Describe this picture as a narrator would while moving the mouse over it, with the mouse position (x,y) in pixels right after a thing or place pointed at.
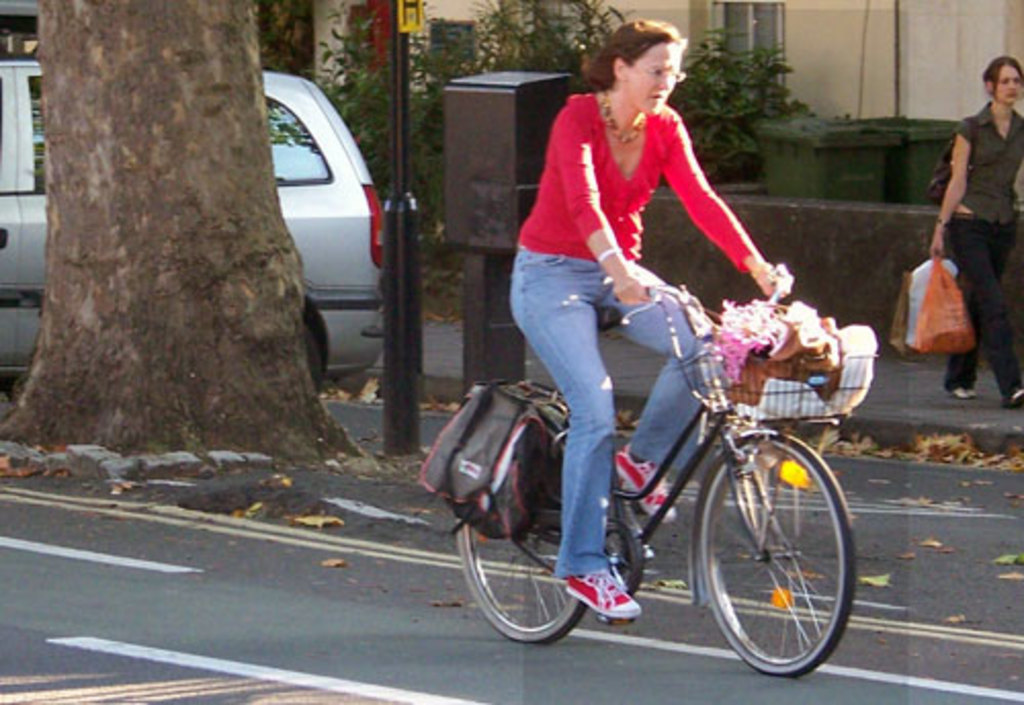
In this picture, there is a road (190,595) which is in black color, there is a woman (573,590) riding a bicycle (714,372) there is a bag (529,484) which is in black color hanging on the bicycle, there is a tree (145,411), there is a car (319,237) which is in white color, there is a pole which is in black color, in the right side (968,395) there is a woman (979,214) walking and she is carrying a bag (941,306) which is in orange color, in the background (809,242) there is a black color wall (814,224) and there are some green color objects (845,158) and there are some green color plants (751,94).
